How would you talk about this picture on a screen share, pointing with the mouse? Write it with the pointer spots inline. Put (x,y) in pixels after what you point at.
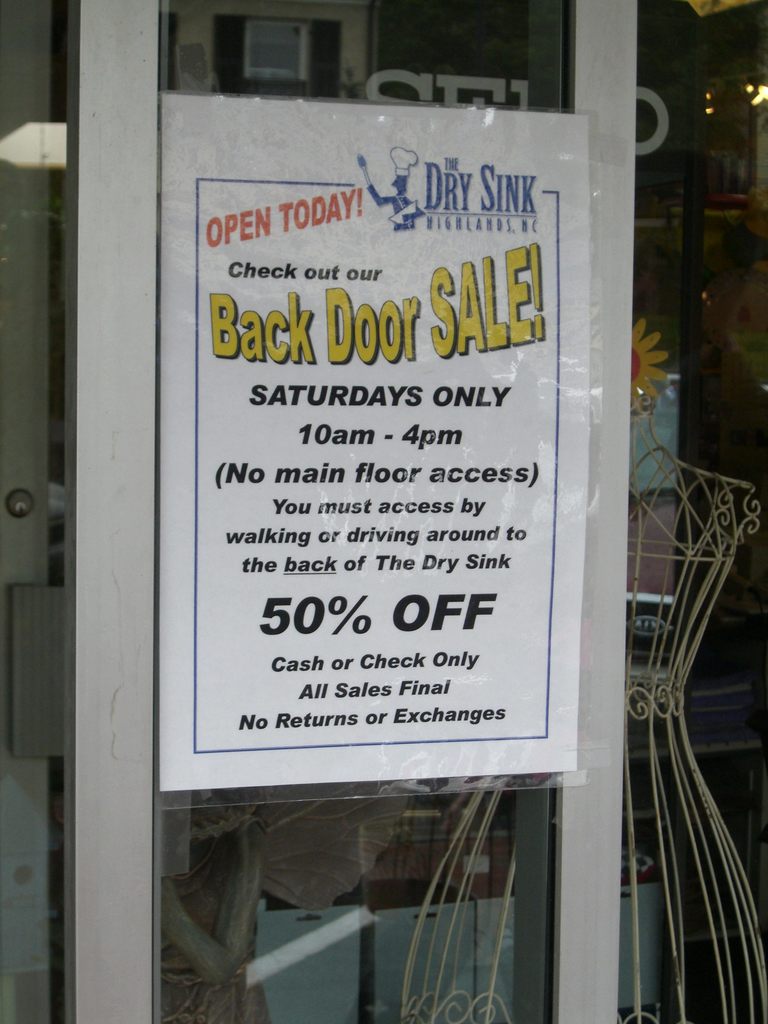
In this image we can see there is a poster (341,535) with some text (330,535) is attached to the glass door (345,812).
